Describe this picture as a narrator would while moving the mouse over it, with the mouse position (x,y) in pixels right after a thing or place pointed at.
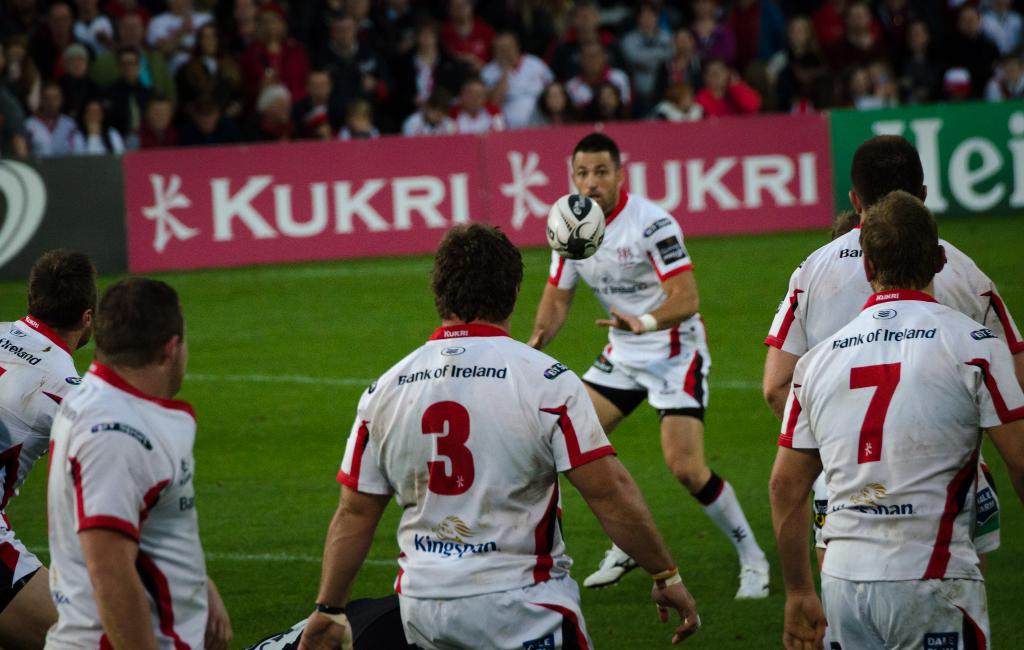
This picture is clicked outside. In the foreground (905,333) we can see the group of persons (421,420) wearing t-shirts (807,329) and seems to be playing a game and we can see the ball (582,221) is in the air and we can see the green grass (407,268) and banners (557,159) on which we can see the text (259,194). In the background (218,114) we can see the group of persons (579,76).
